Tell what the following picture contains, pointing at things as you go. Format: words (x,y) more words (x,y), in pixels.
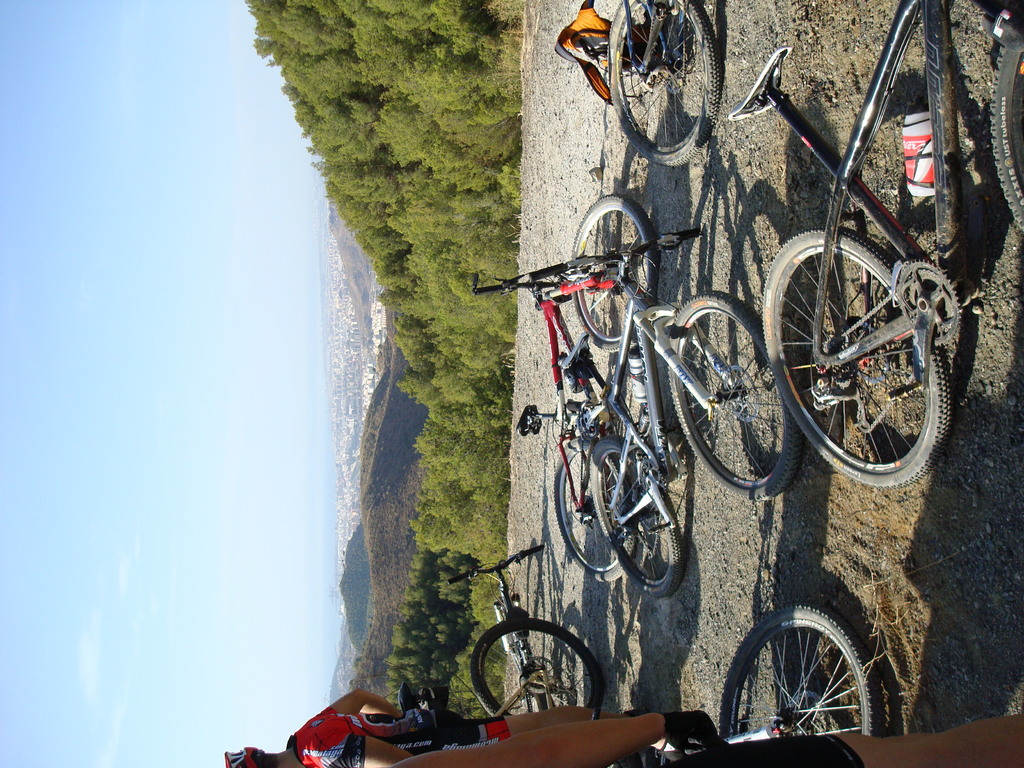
In the center of the image (562,354) there are bicycles (748,337). At the bottom (416,711) there are people (459,734). In the background (440,455) there are hills (352,564), trees (392,210) and sky (122,441).
